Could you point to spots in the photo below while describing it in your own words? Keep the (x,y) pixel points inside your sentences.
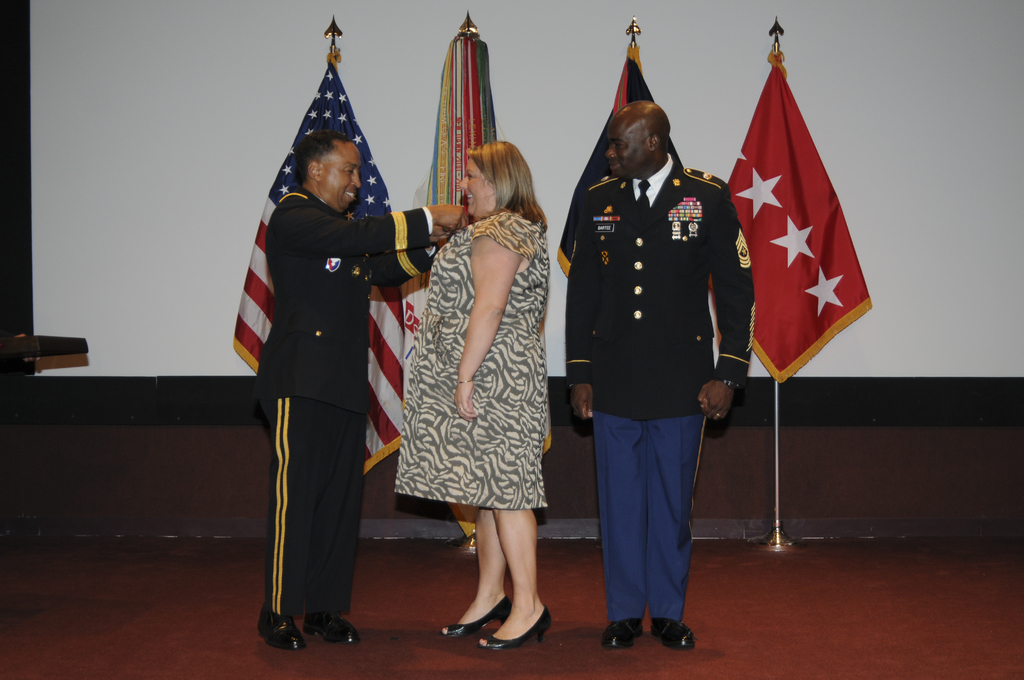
In this image we can see some persons (412,443). In the background of the image (106,56) there are flags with stands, wall (128,348) and other objects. At the bottom of the image (797,644) there is the floor (89,647).
